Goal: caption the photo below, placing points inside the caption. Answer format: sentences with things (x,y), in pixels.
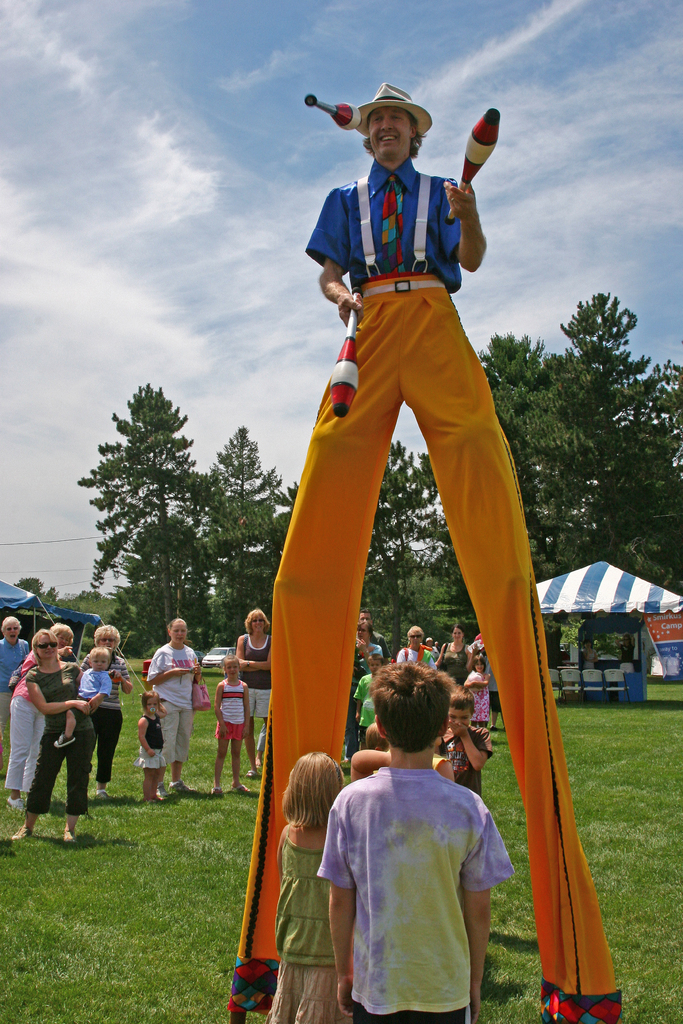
In the image there is a tall joker (318,670) and around him there are some people (225,683) standing and watching the joker's (357,484) activity. In the background (566,458) there are many trees (554,529) and a stall (608,607).
